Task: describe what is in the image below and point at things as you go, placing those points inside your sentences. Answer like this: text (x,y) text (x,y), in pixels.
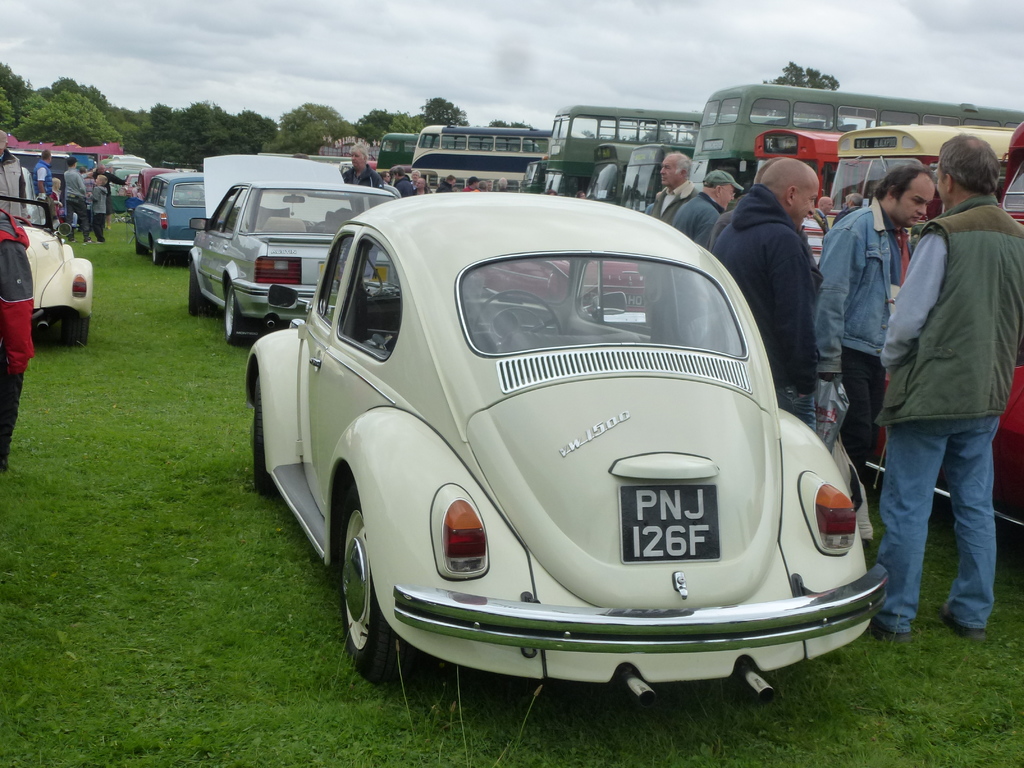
In the center of the image (681,309) there are many cars (606,225). There are many people (948,200) standing. At the bottom of the image (156,720) there is grass (139,677). In the background of the image (167,152) there are trees (232,143). There are buses (557,121) to the right side of the image (788,147).
